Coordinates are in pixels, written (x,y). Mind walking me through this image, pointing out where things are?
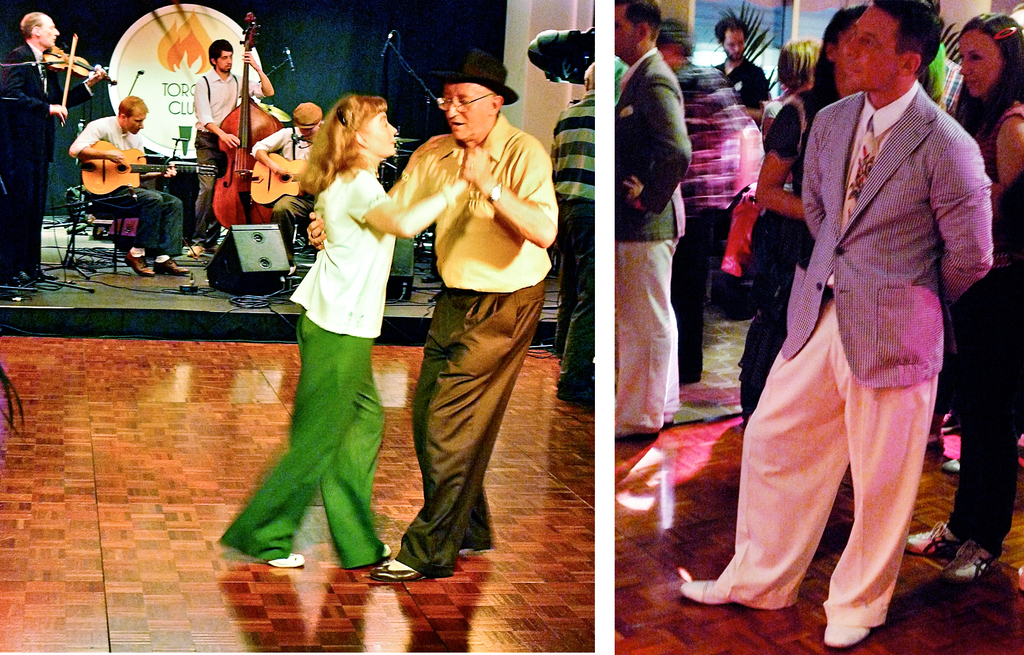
In the middle of the image (512,244) a man (514,259) holding a woman (328,235) and dancing. Bottom left side of the image (203,554) there is a floor (237,583). top left side of the image (8,202) there is a musicians (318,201) playing violin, guitar (115,167). Top right side of the image (909,14) few people (688,58) are standing and watching.
